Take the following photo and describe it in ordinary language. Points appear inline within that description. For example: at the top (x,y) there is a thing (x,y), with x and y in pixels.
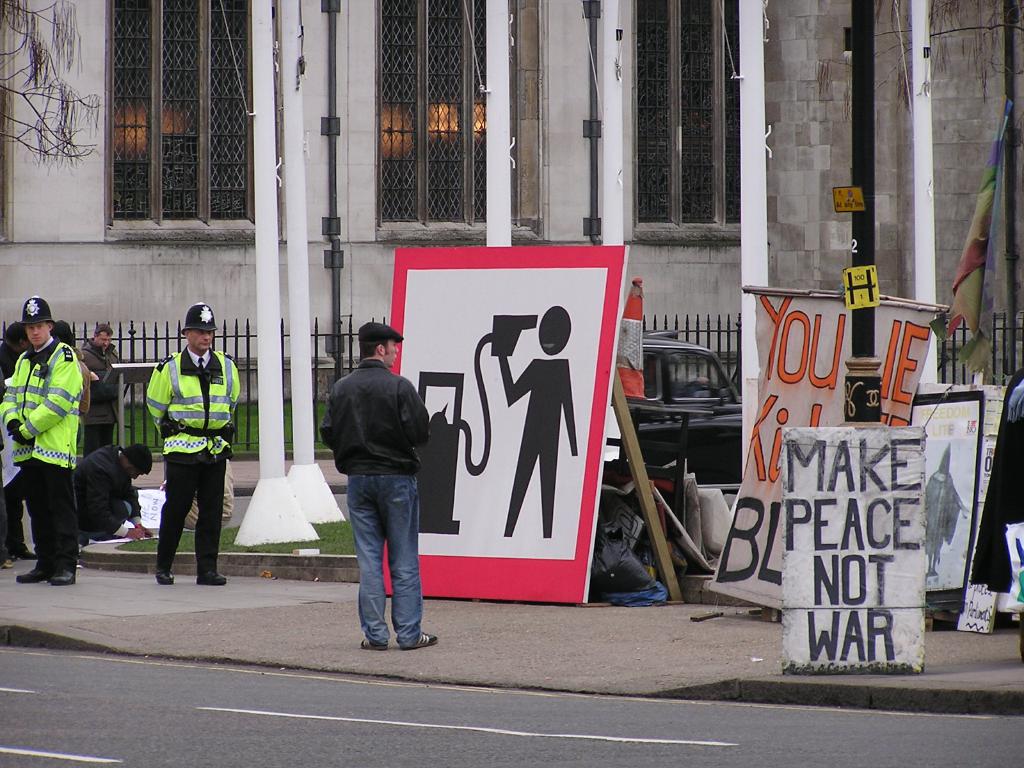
In this picture we can see the windows (643,12), wall (838,266), grilles (166,351), divider cone (631,336), boards (520,319), flag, tree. On the left side of the image (74,381) we can see some people (414,416) are standing and some of them are sitting. At the bottom of the image (833,762) we can see the road (132,694). In the middle of the image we can see the grass (252,421).
